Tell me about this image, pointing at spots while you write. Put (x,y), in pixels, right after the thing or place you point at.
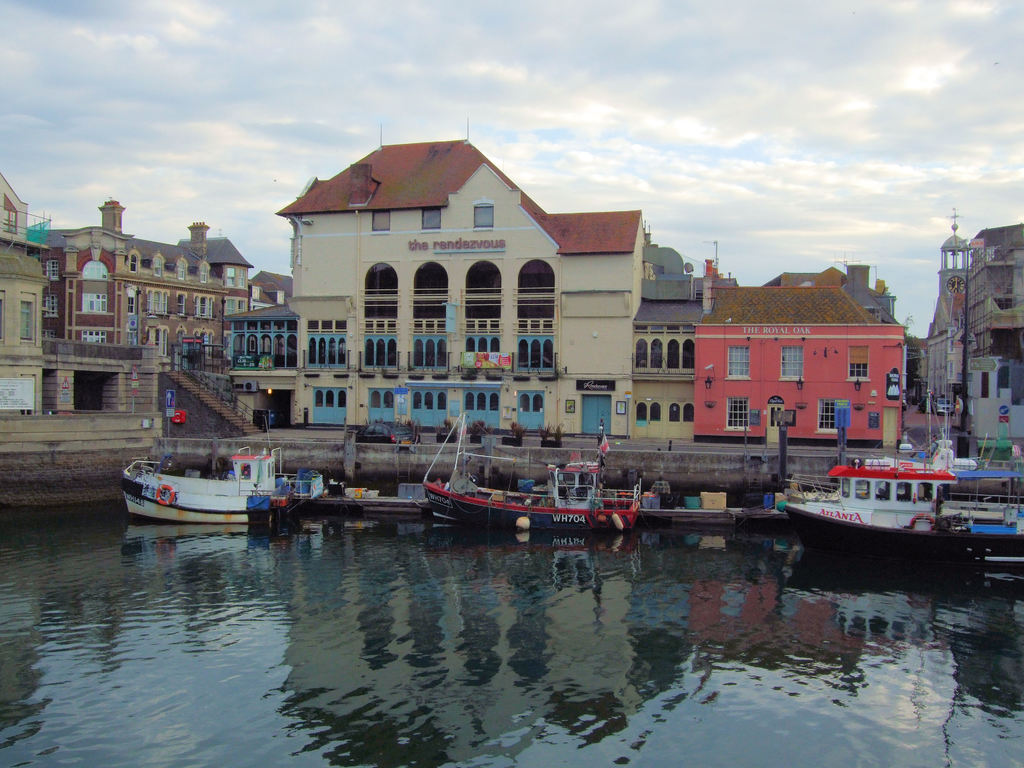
There are boats (599,490) on the water (421,590). In the back (312,351) there are buildings (305,299) with windows (424,290), arches (440,265) and doors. Also there are steps (219,403) with railings (211,364). In the background (470,76) there is sky (780,139).
